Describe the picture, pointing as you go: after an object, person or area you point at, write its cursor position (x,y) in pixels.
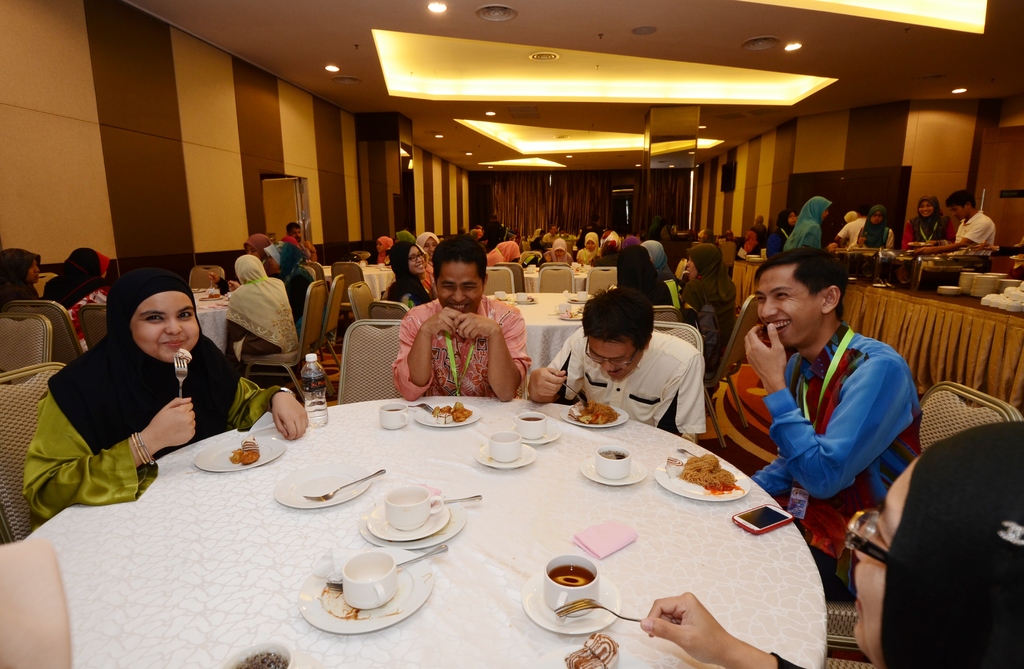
In this image we can see many people (476,336) are sitting on the chairs (8,460) around the table (597,500). We can see plate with food (603,421), cups (518,444), saucer (507,460), forks (320,500) and bottles (312,389) on the table (198,525).
